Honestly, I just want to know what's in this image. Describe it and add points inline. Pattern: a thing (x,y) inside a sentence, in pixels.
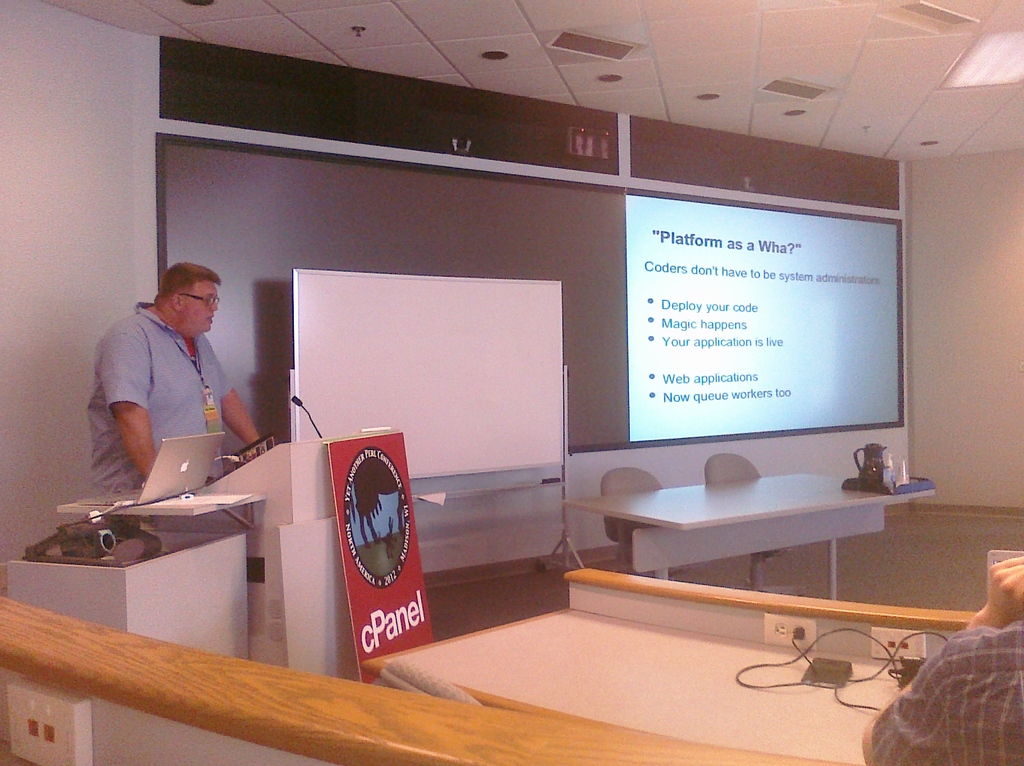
A picture of a conference room (688,357). This is a screen (672,284). A whiteboard (452,333). A podium (310,668) with mic (303,405) and poster (361,465). On a table (134,510) there is laptop (168,476). A man (194,322) is standing back side of this podium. Chairs (627,476) and tables (736,504). On this table (755,517) there is a tray (877,488), jar (874,472) and cups (890,466). Person (946,642) is sitting on a chair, in-front of him there is a table (672,686), on a table (747,655) there is a cables (827,655) and socket (903,634).
